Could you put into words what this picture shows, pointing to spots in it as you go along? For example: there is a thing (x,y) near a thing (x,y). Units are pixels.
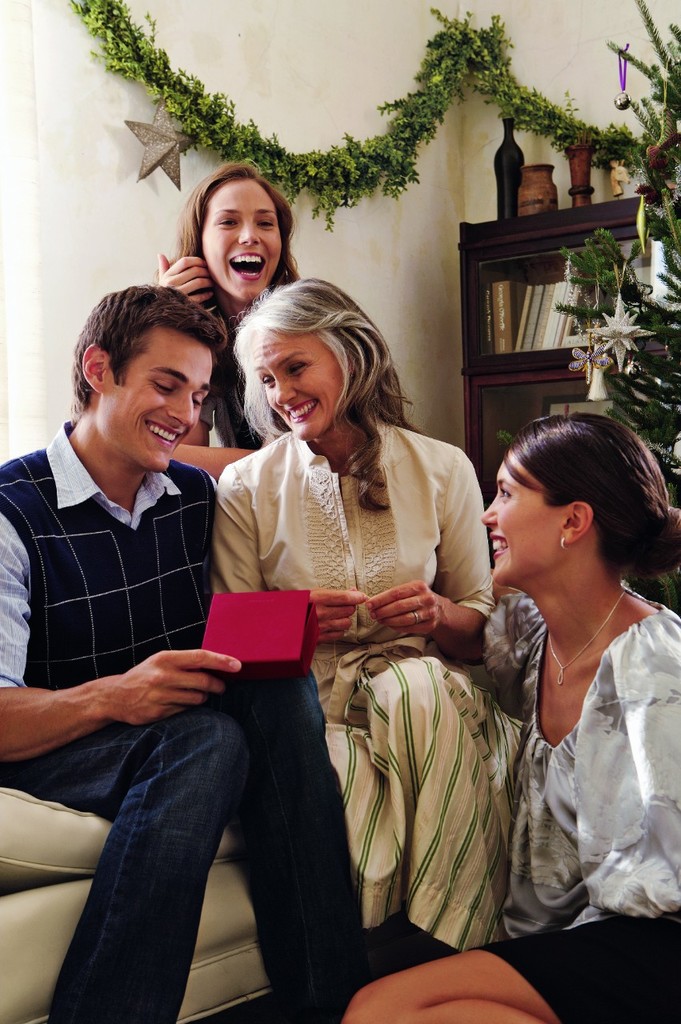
In this image we can see a group of people (354,510) sitting. In that a man (161,536) is holding a box (295,597). On the backside (502,404) we can see the Christmas tree (670,391), a cupboard (497,252) with some books (523,318) and vases (541,190) on it. We can also see a garland (333,187) and a star (175,143) on a wall (362,114).
